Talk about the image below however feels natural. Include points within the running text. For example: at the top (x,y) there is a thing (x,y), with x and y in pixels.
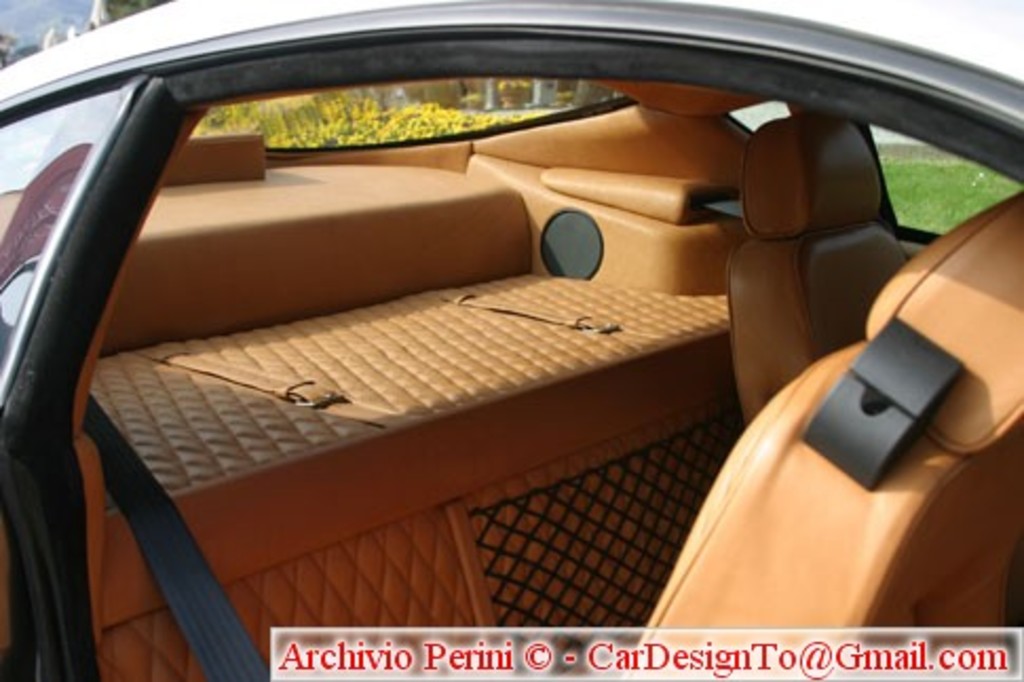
In this image we can see an inner view of a car (498,375). On the backside (474,126) we can see some grass (943,190) and the sky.
